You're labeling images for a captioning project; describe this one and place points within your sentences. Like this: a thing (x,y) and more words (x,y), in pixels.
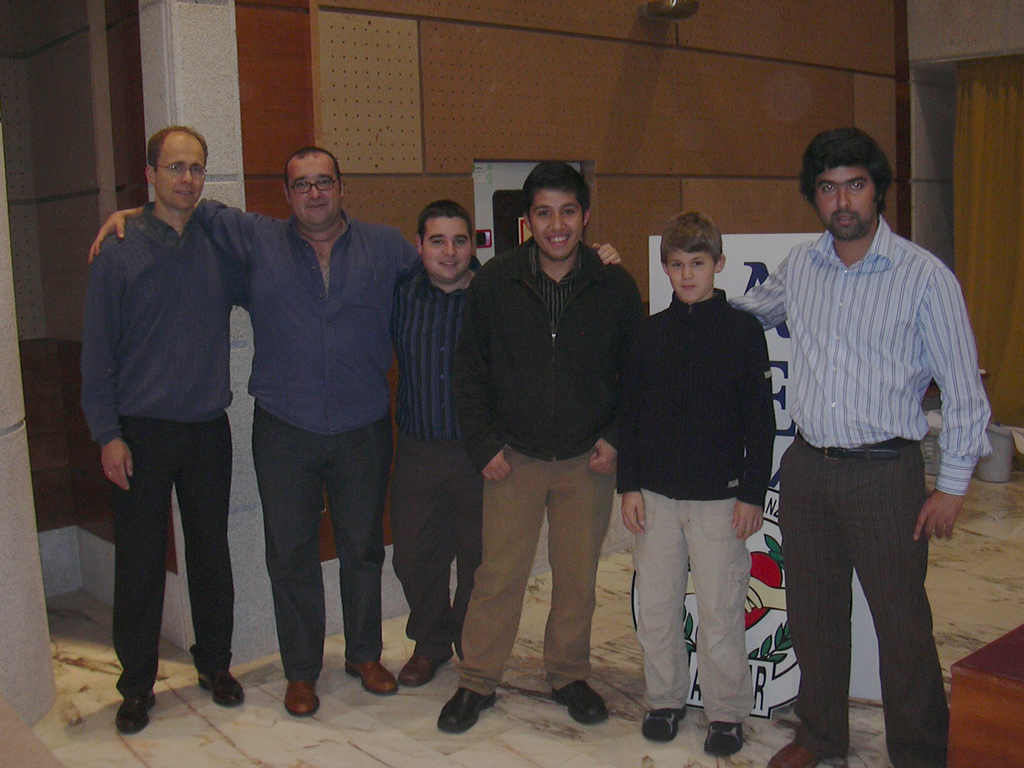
In this image I can see few persons (575,398) are standing on the floor (560,718). In the background (730,158) I can see a board (783,637), the brown colored wall (742,148), the curtain (1007,237) and few buckets (985,471) on the floor (1018,488).
